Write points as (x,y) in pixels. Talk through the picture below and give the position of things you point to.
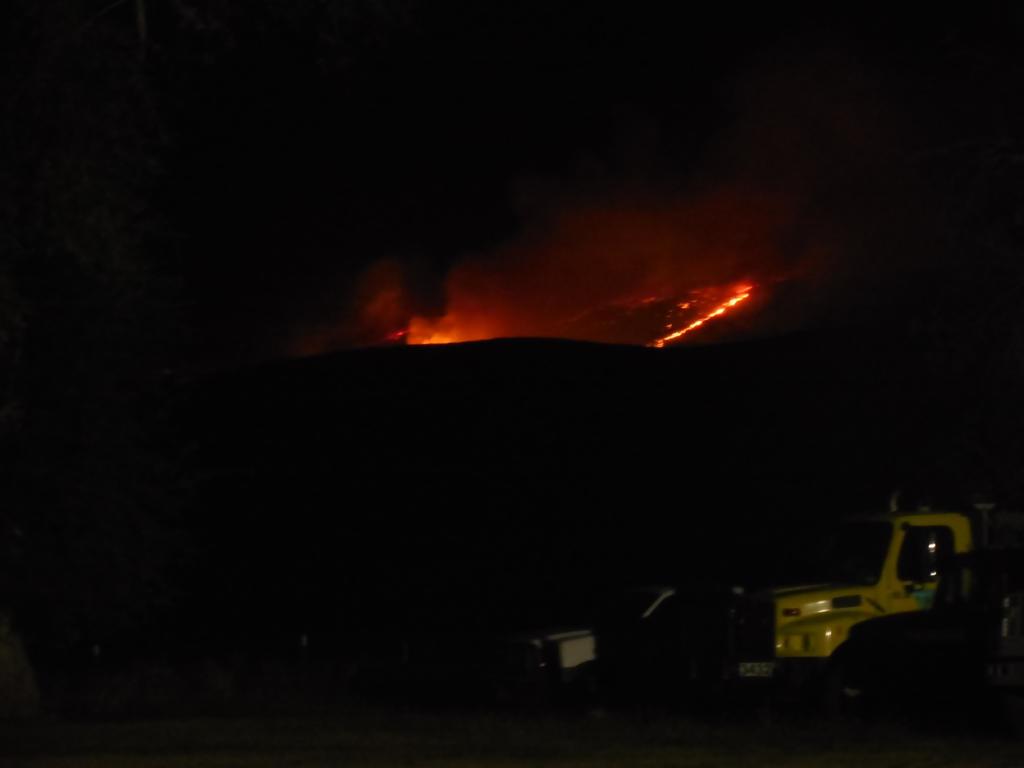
This image is taken during the night time and in this image we can see the vehicle (863,673) and in the background (456,324) we can see the fire (446,333).
